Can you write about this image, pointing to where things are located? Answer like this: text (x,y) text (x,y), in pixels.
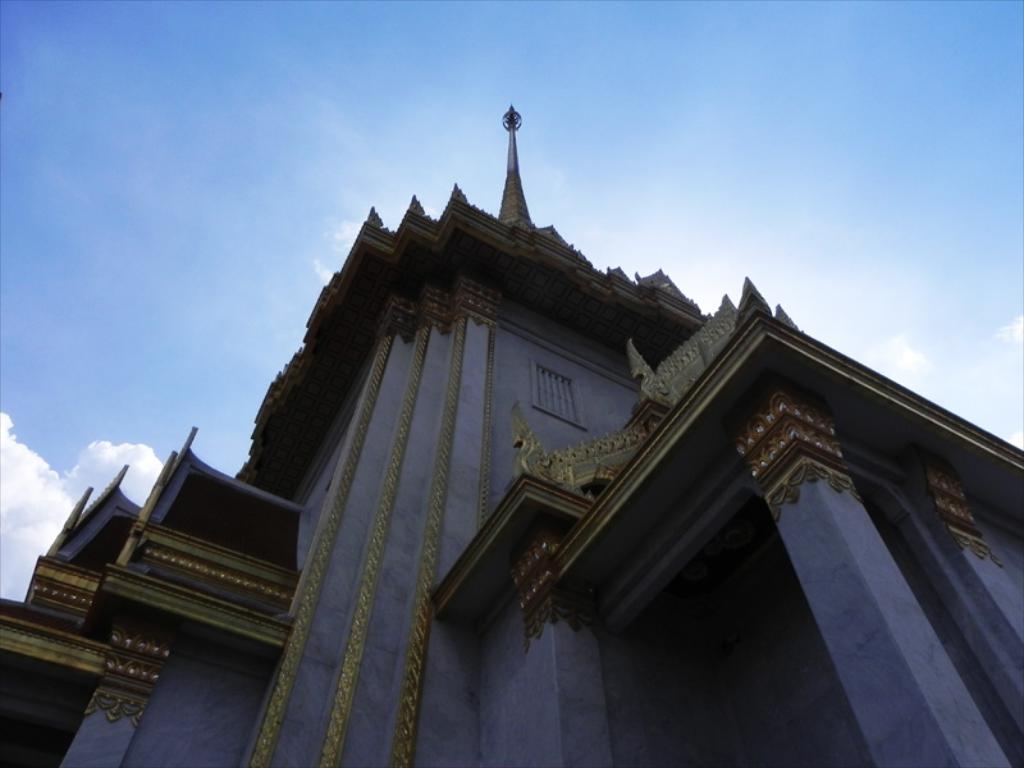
In this image in the center (516,381) there is a building (527,596) and there are some pillars (323,616), at the top (678,89) there is sky (507,132) and on the building (476,212) there is some tower (516,173).
